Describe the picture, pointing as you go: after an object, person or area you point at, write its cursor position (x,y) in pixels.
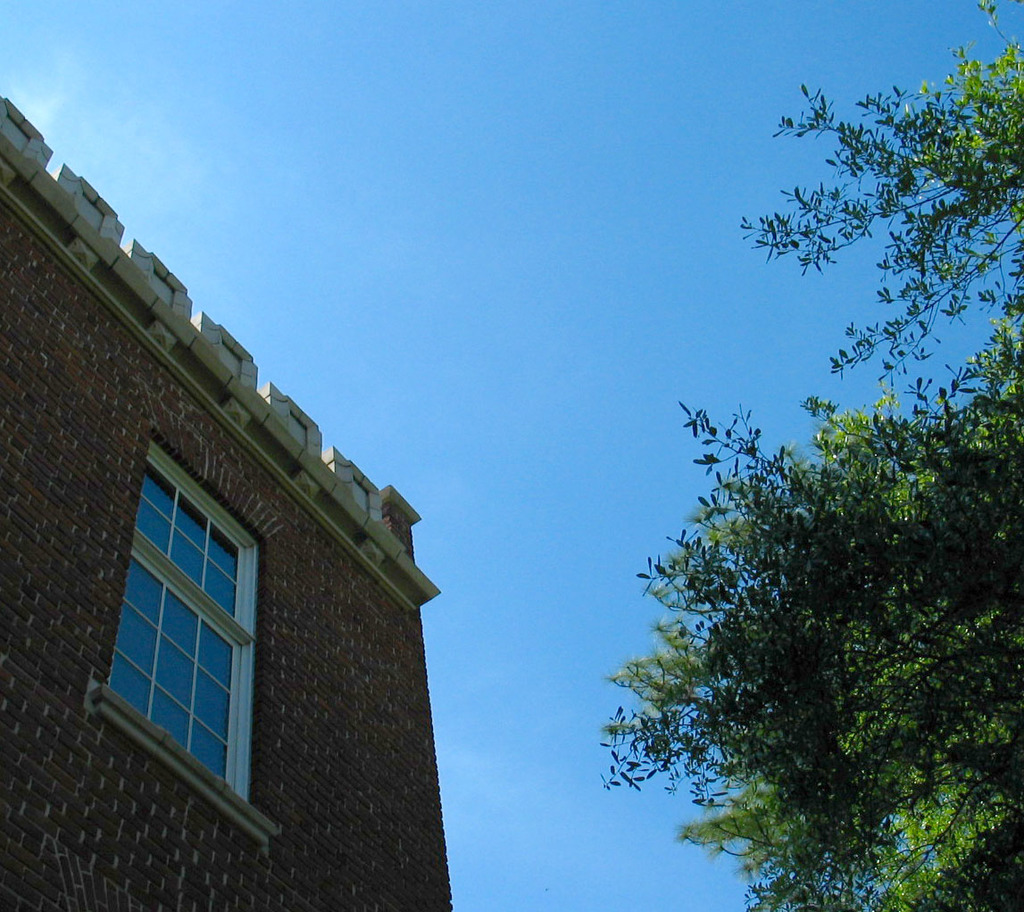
In this image on the right side (862,424) there is a tree (900,509) and on the left side (161,489) there is a building (344,607), and at the top of the image (448,151) there is sky (555,230).
